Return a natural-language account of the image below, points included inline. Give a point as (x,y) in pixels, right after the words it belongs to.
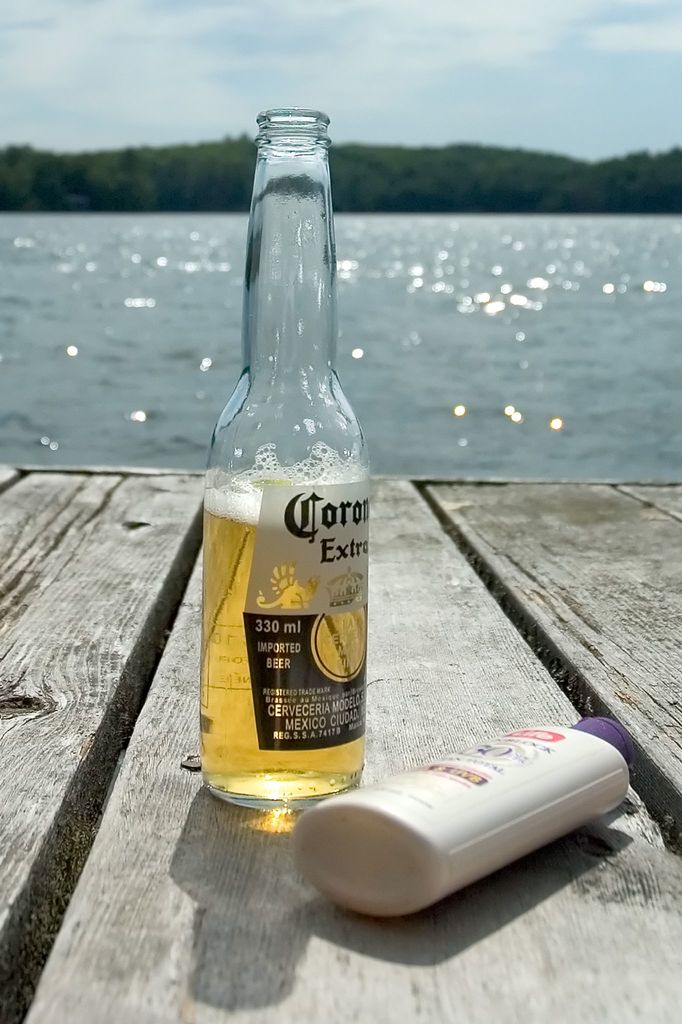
On this table (213,852) there are bottles (310,605). In this bottle (265,442) there is a liquid (284,760) and foam (247,501). This is a freshwater river (378,336). Far there are number of trees (459,194).
